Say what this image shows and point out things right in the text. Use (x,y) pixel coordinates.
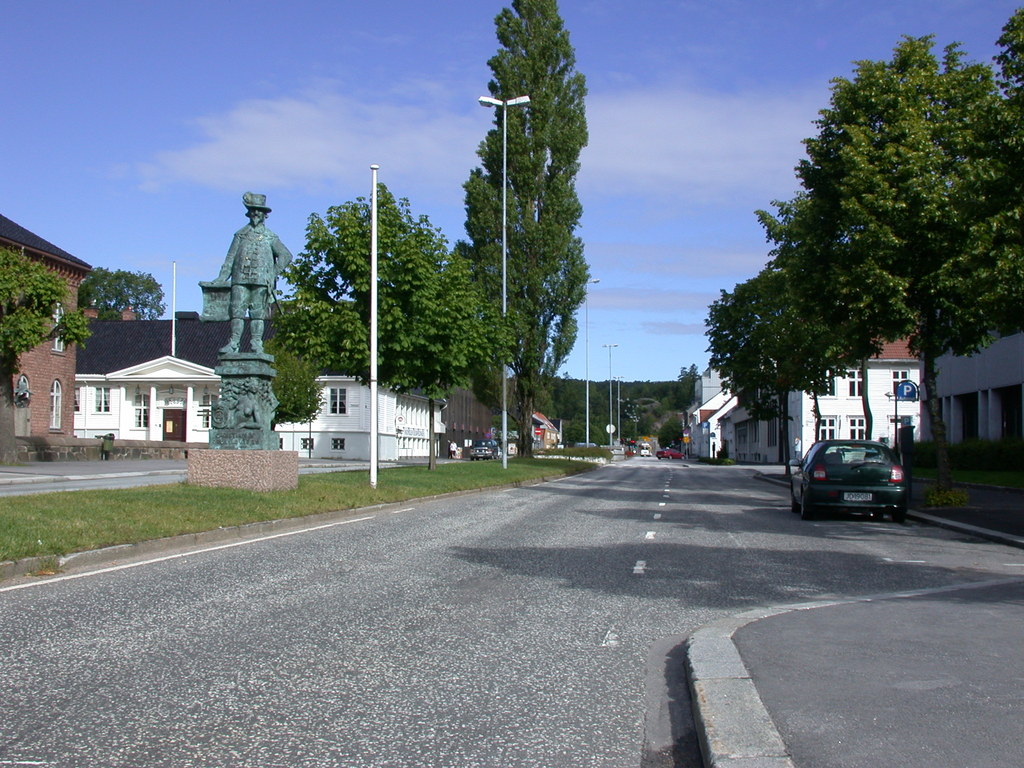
In this image I can see few vehicles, buildings (344,377) in white and brown color, trees (568,290) in green color, light poles (586,314). In front (251,262) I can see the statue (249,249). In the background (645,152) the sky (645,152) is in blue and white color.
